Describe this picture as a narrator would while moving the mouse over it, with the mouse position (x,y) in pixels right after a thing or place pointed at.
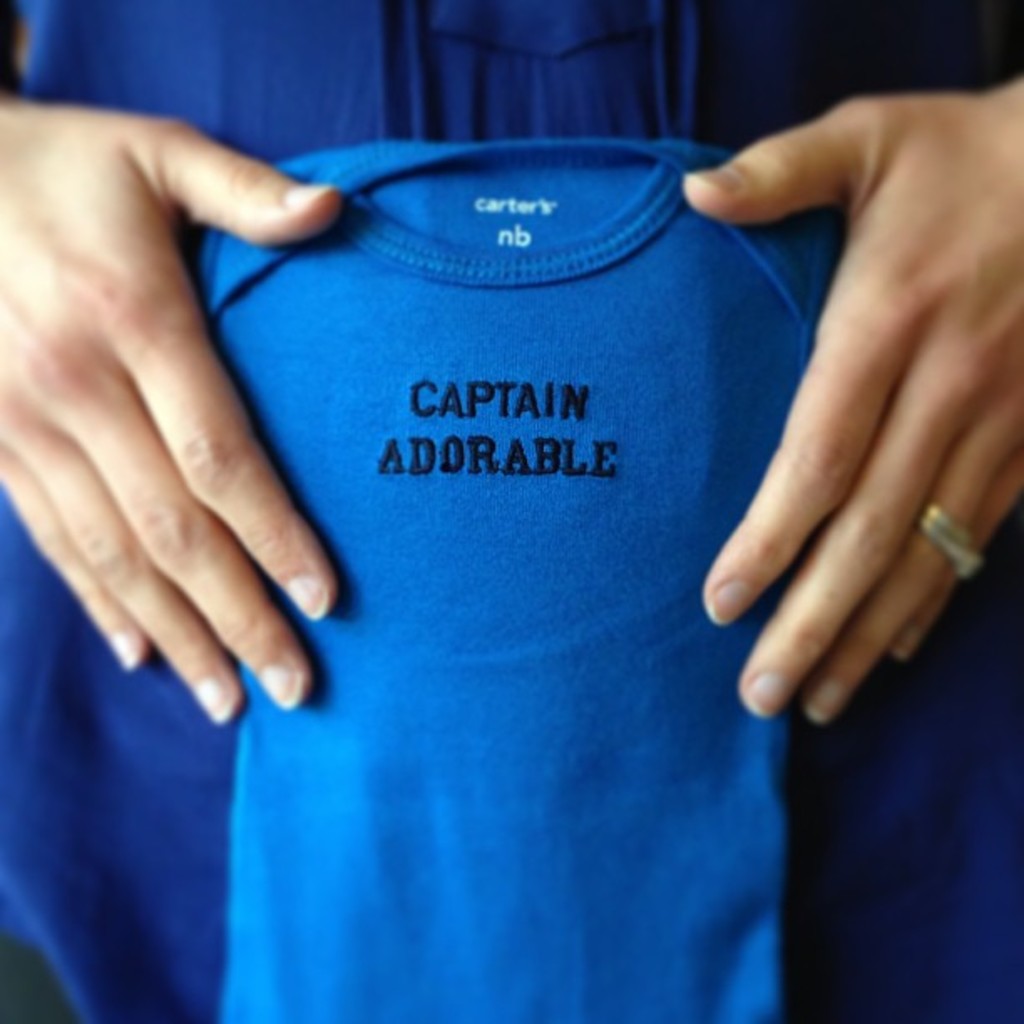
In this image there is a woman (790,509) and she is holding a T-shirt (394,483) which is blue in color and there is a text (513,430) on the T-shirt (461,722). She has worn a blue colored dress (258,87).
